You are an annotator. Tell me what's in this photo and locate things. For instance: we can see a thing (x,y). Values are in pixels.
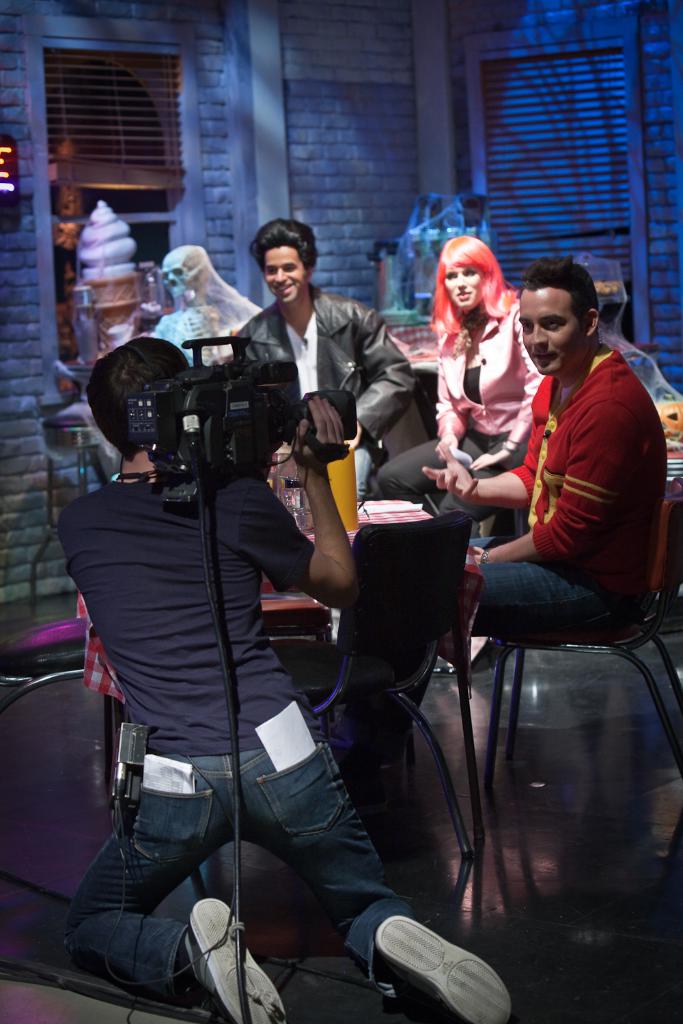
In this picture there are three persons (468,343) sitting in chairs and there is a table (433,508) in front of them which has few objects (356,519) placed on it and there is a person (251,485) crouching and carrying a camera (256,392) on his shoulders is in front of them and there are some other objects (387,247) in the background (619,133).
